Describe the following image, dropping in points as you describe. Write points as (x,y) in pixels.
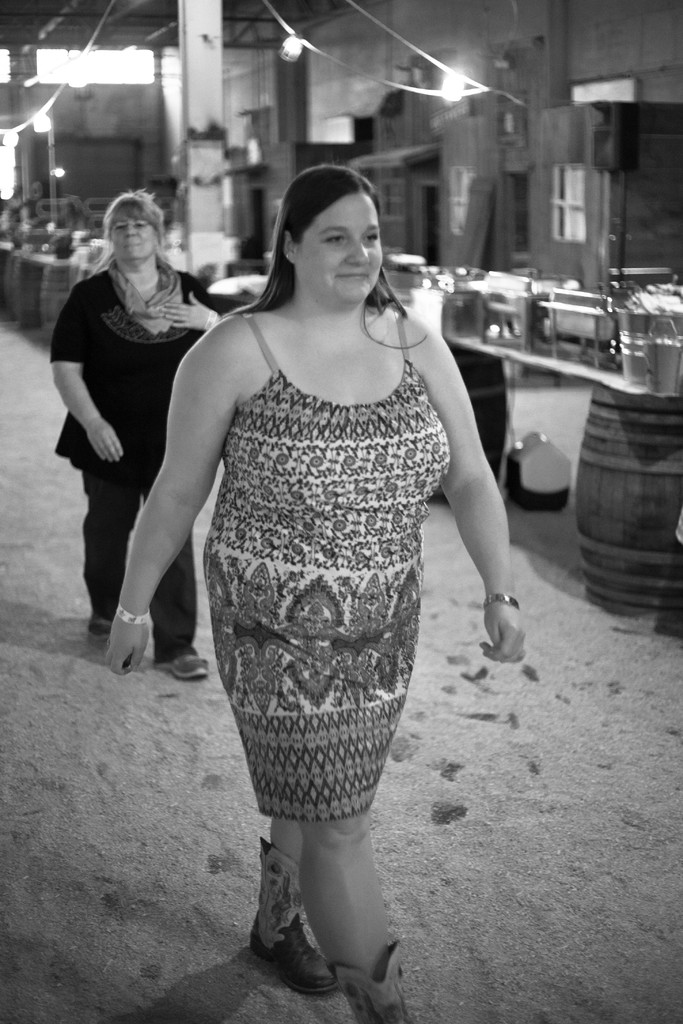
This is the picture of a black and white image where we can see two people (268,906) walking in a room (406,740) and to the side we can see some barrels (645,452) and some other objects (551,296).
